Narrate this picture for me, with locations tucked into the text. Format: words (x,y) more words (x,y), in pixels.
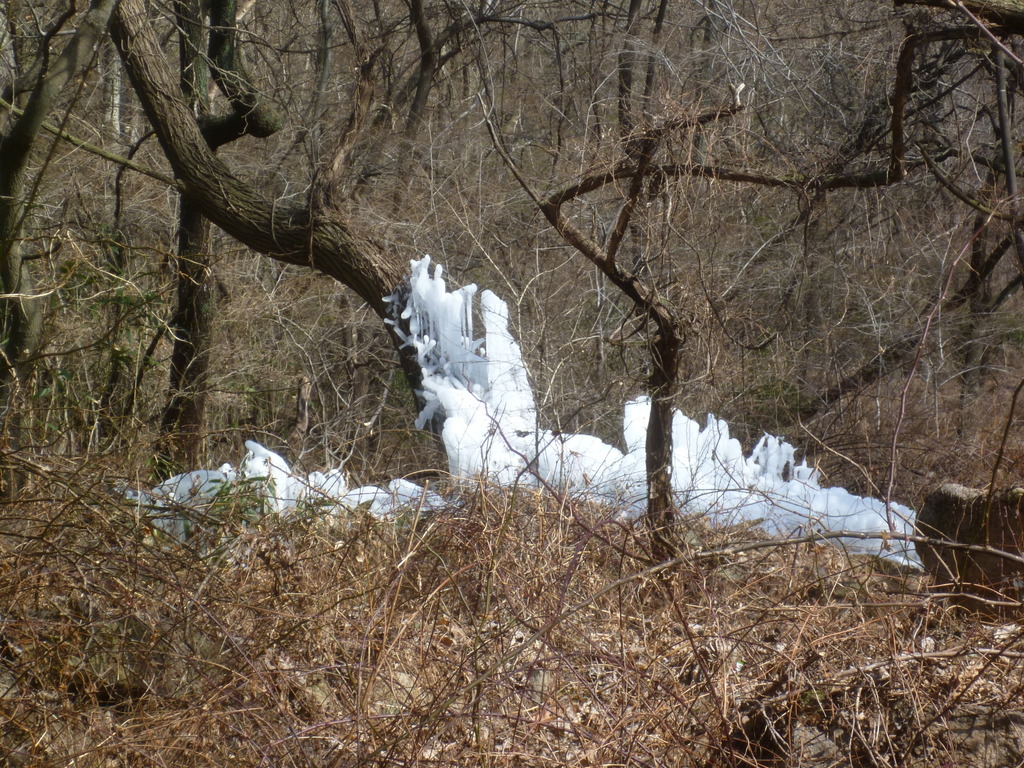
This image is clicked in a forest (478,569). In the middle (515,472) there is ice (386,509). In the background (150,184), there are trees (421,97) and dry grass (236,425) all over the image.
